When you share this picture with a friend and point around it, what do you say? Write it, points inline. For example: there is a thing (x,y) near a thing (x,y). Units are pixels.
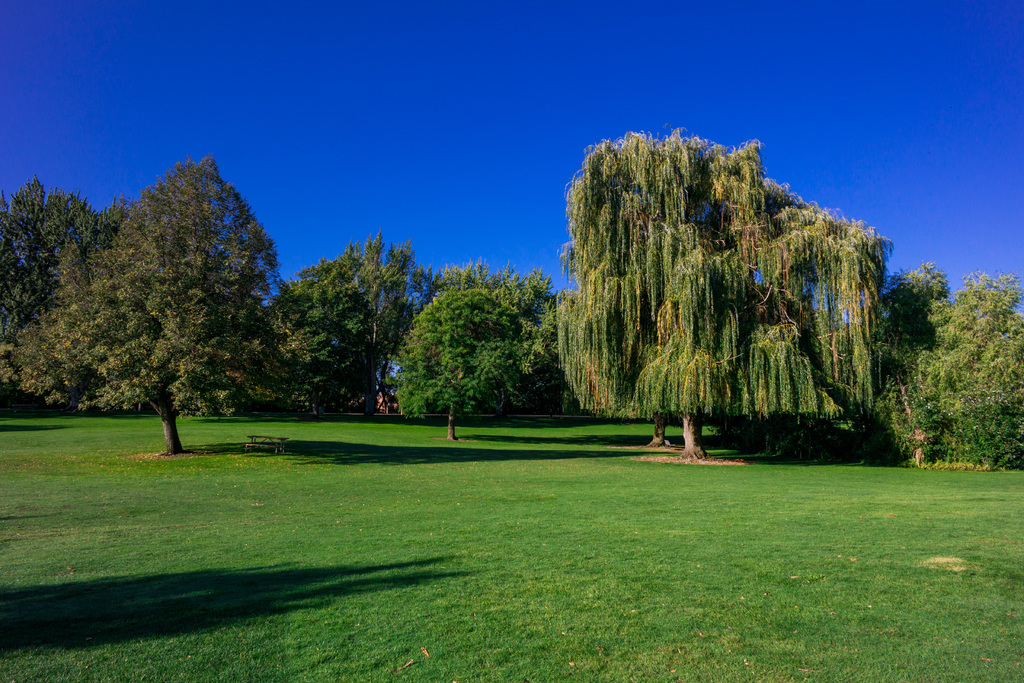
In this picture I can see a bench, there is grass (660,609), there are trees (614,344), and in the background (462,121) there is the sky (503,207).
